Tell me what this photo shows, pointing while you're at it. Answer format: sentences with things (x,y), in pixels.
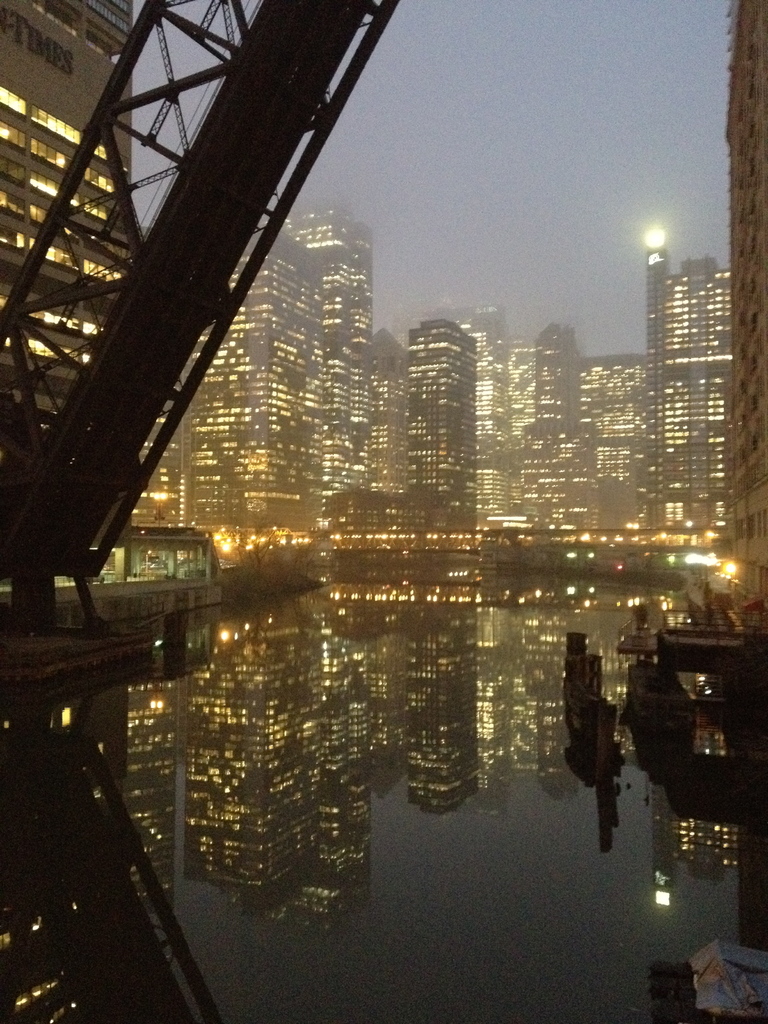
In this picture we can see the water (378,792), buildings (405,452), lights (567,452) and some objects (67,437) and in the background (419,208) we can see the sky (419,208).
